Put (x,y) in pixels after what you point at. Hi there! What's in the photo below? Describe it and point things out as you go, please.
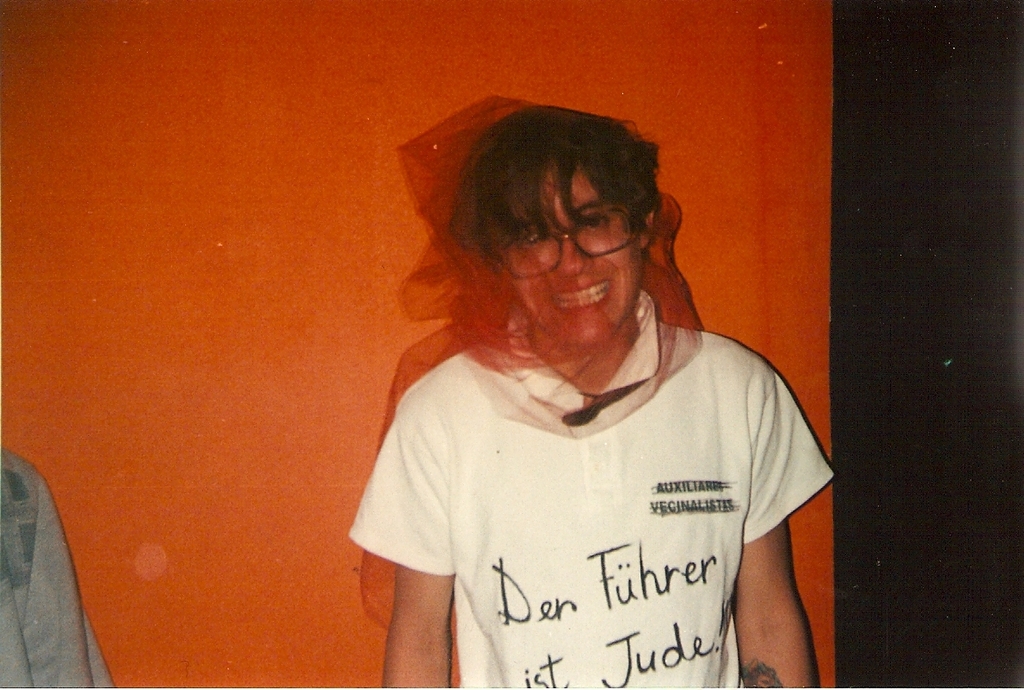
In this picture I can see a human (582,548) standing looks like he wore a mask (421,319) on his face (601,257) and I can see some text (626,571) on his t-shirt (611,439) and a tattoo (748,677) on his hand (760,653) and I can see orange color background (196,574) and a cloth (47,574) on the left side of the picture (41,539).
